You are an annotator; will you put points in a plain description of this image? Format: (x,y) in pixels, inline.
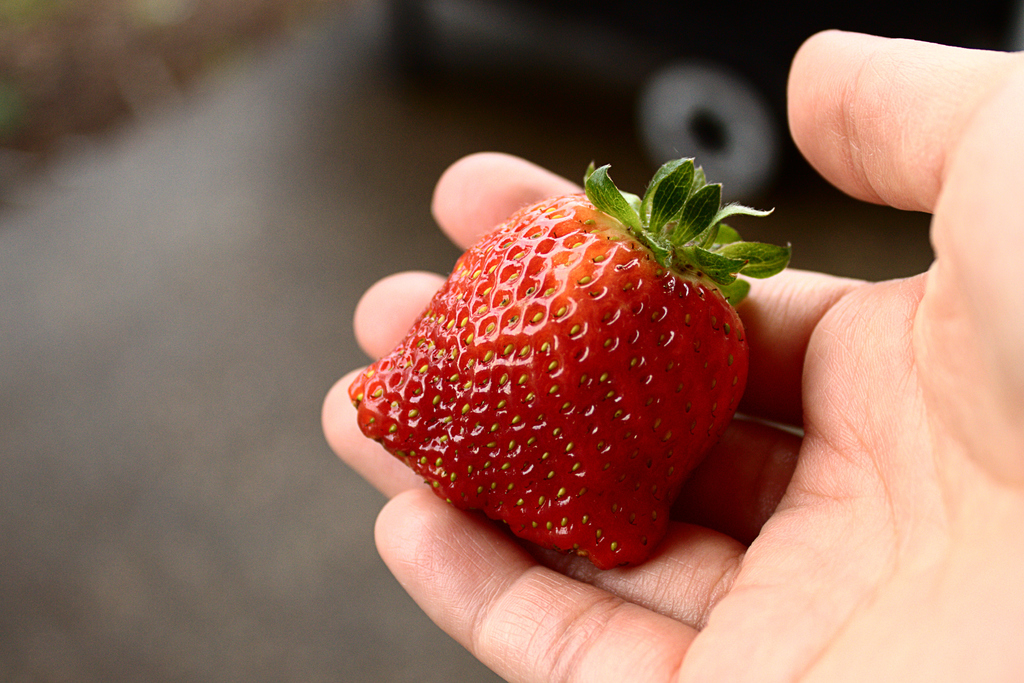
In this picture we can see fruit (617,267) in a person's hand (913,185) and in the background (267,227) it is blurry.
